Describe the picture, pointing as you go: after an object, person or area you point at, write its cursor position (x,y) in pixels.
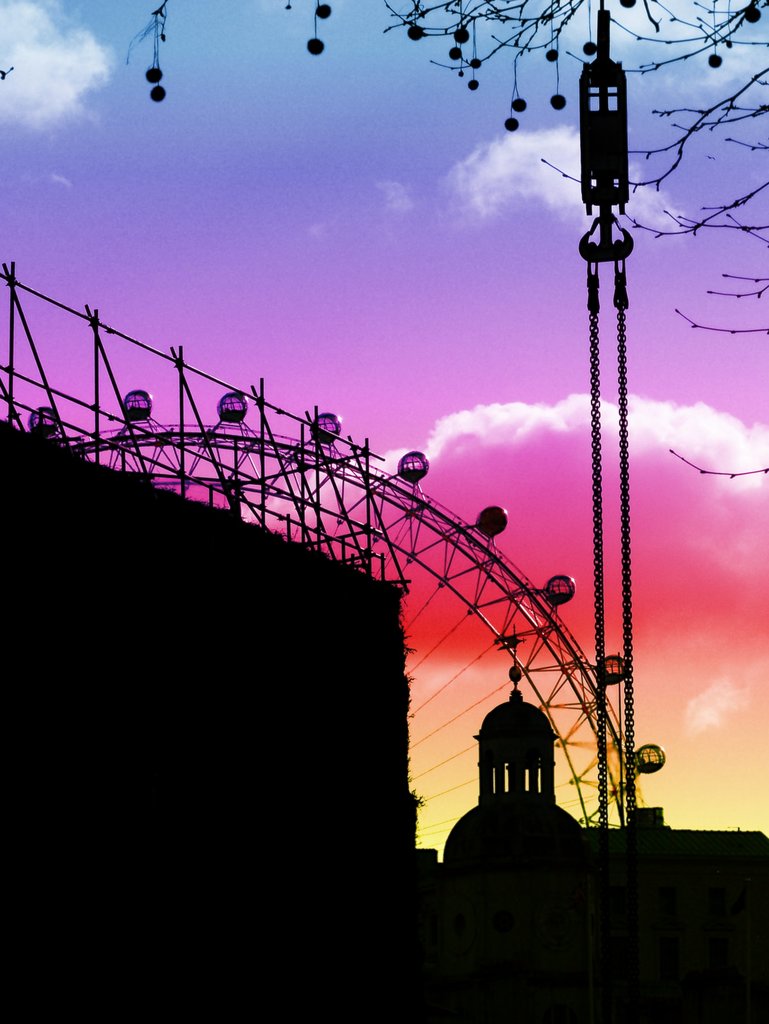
In the image we can see a Ferris wheel (535,622), chain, tree (731,42), building (519,868) and a cloudy sky (472,379).
